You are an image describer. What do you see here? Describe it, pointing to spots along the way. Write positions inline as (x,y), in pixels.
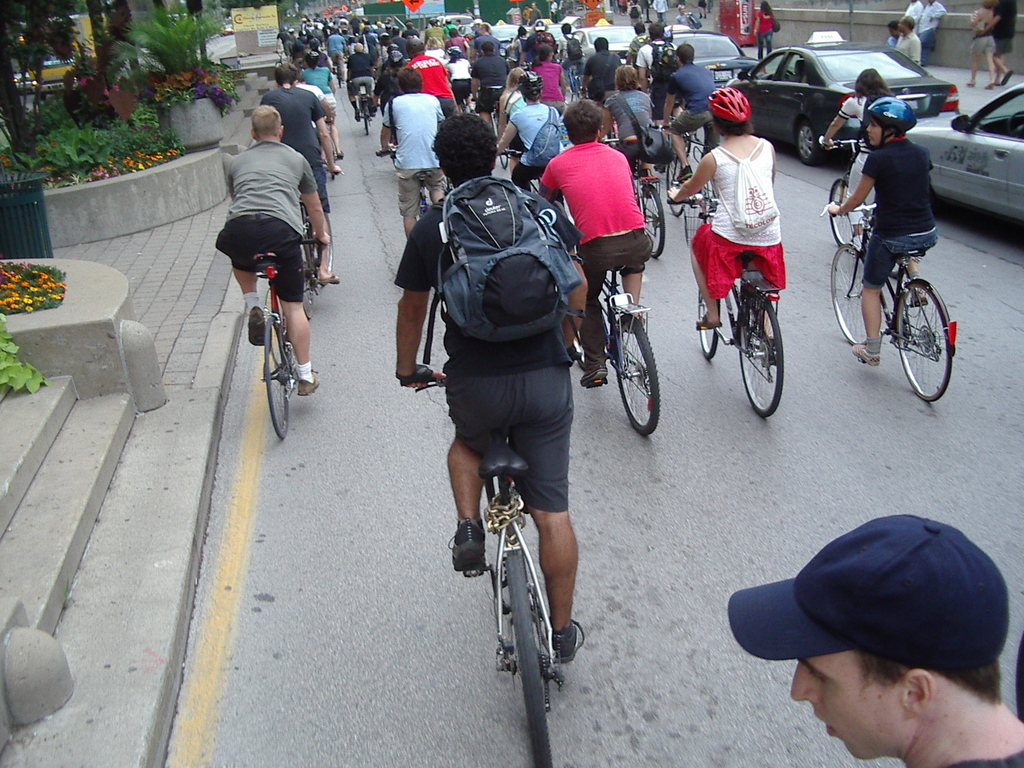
In the image there are group of people (553,608) who are riding their bicycles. On right side (694,41) there are three cars (788,68) moving from right to left side and group of people (910,16), few people (764,24) are walking on footpath (951,71) and remaining are standing. On left side (103,144) there are some plants (122,165) with flowers (117,167) and trees (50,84).
